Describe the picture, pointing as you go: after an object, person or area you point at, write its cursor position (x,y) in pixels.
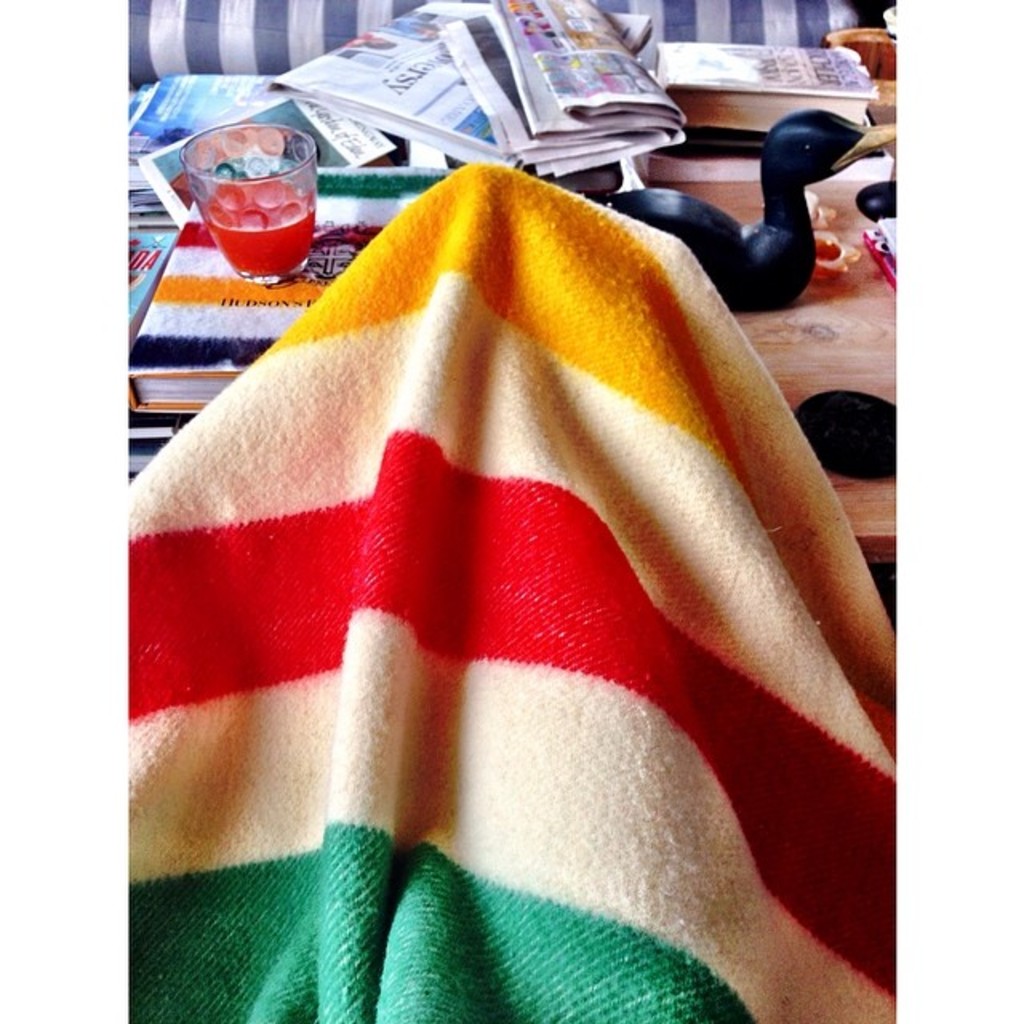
In this picture we can see a cloth (418,723) and in the background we can see a table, books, newspapers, glass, toy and some objects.
